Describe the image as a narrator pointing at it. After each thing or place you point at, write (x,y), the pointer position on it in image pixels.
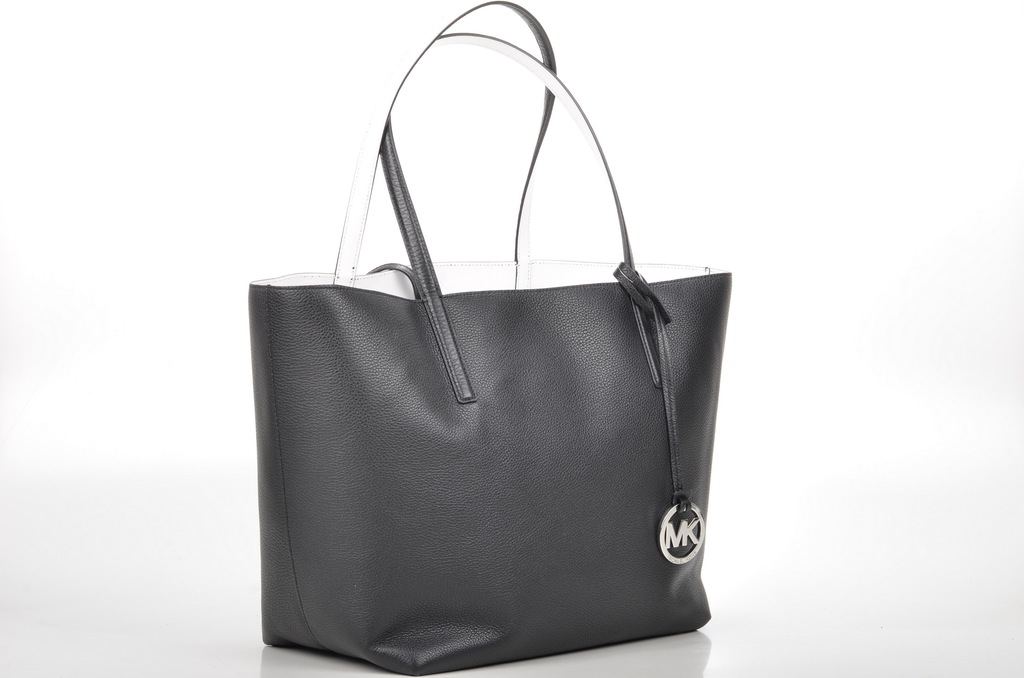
This is a handbag (481,381) and it is in black color.
